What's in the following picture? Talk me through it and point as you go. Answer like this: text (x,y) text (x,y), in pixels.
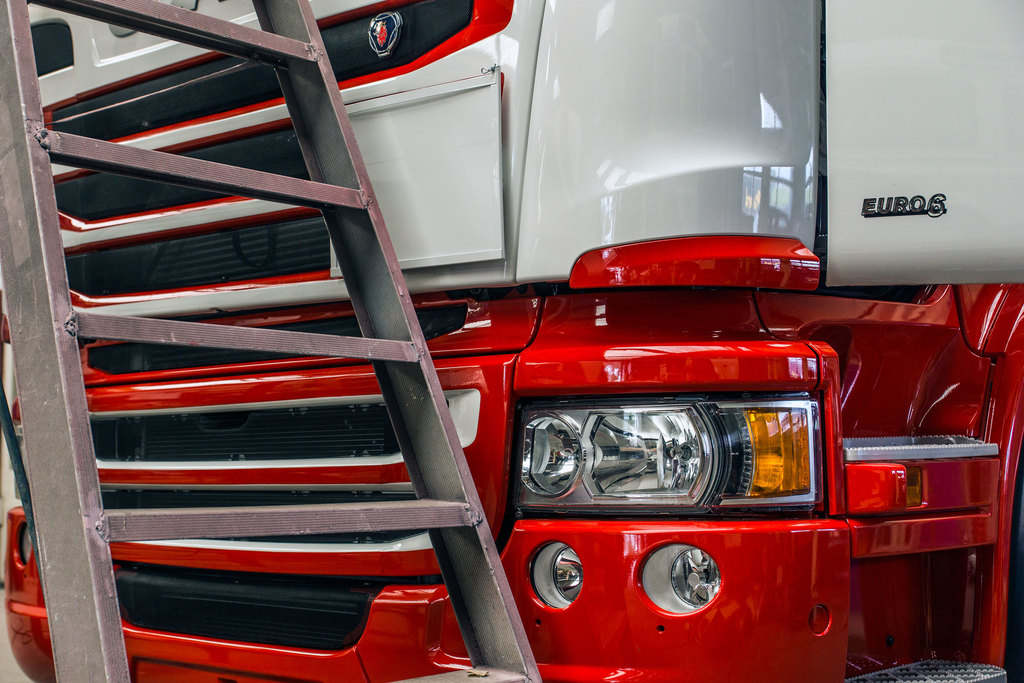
In this picture I can see a ladder (469,606) and there is a front part (825,296) of a vehicle (767,264).
